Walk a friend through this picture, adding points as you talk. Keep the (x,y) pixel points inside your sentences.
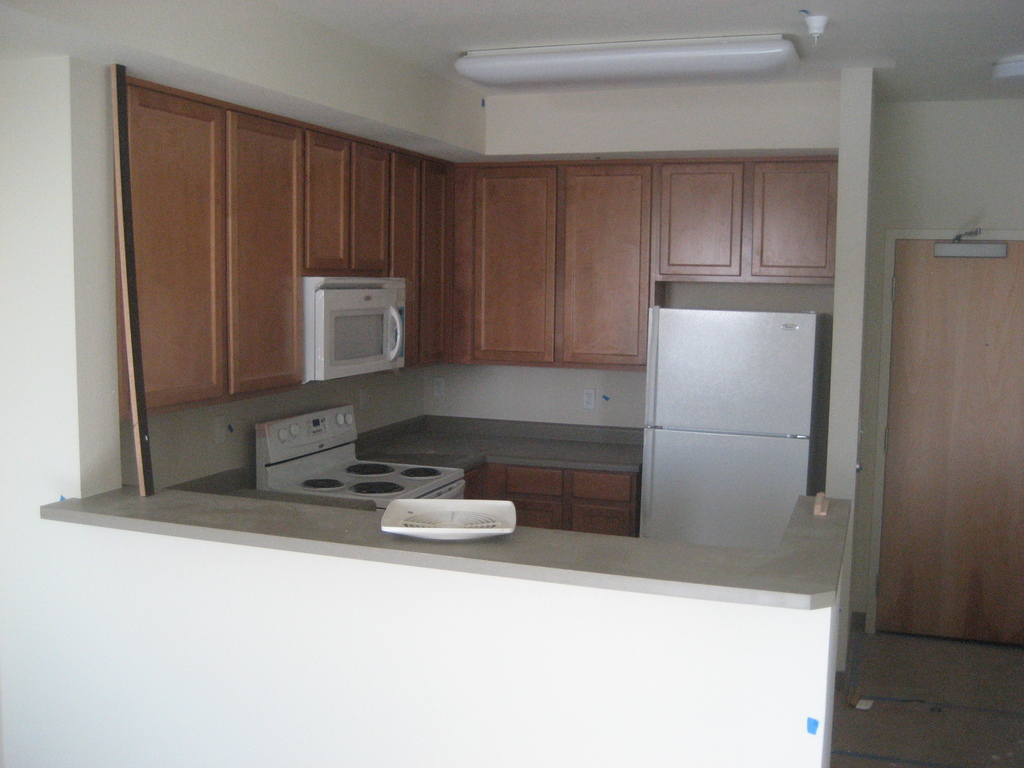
In this image we can see an inside view of a building (824,308), there are few cupboards (534,240), a refrigerator (691,473), a plate (472,508) on the counter top (645,545), an object (330,461) looks like a stove (308,464), a door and the light (597,64) to the ceiling (435,50).
